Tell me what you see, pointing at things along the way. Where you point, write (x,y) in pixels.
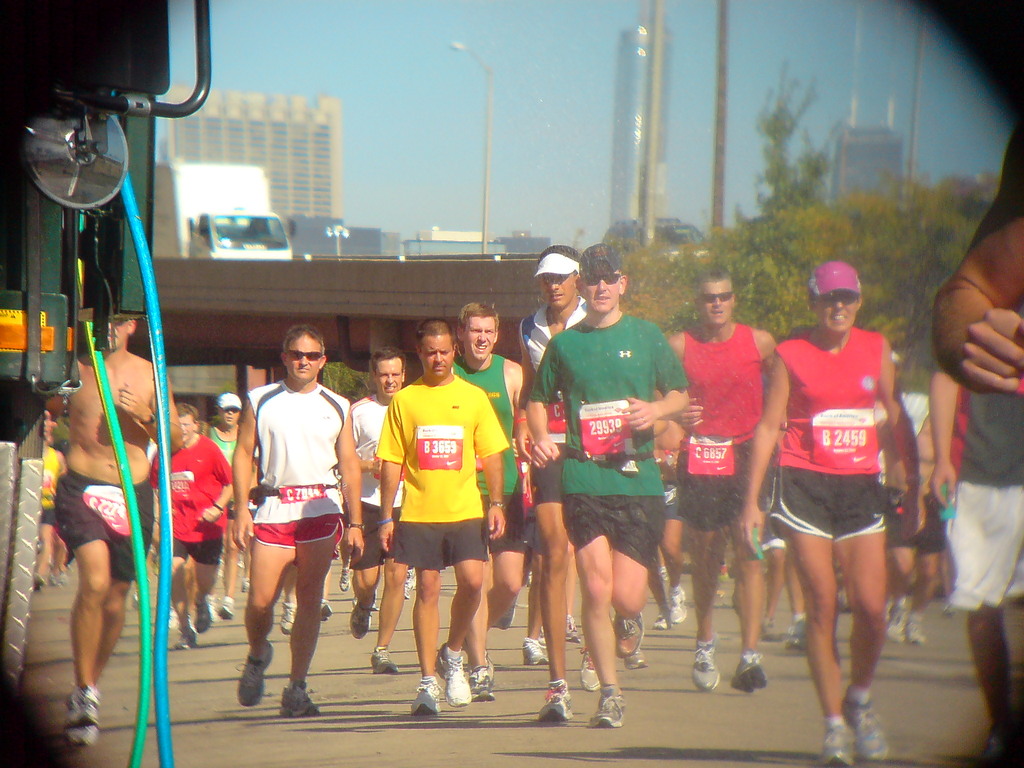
In this image we can see people (531,599) walking. On the right (776,279) there are trees (808,260). In the center (452,290) there is a bridge (253,284) and we can see a truck (226,232) on the bridge (227,273). There are poles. On the left (7,333) there is an object (43,300). In the background (356,154) there are buildings (311,180) and sky (440,72).
